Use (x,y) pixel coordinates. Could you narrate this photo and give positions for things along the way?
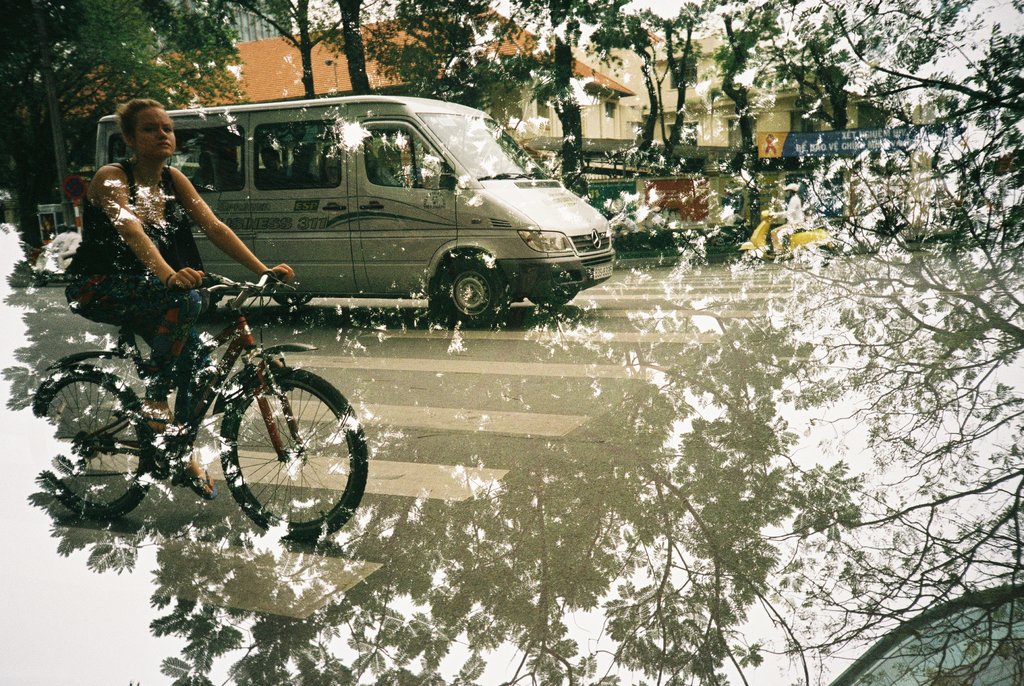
In this image the woman (195,353) is riding a bicycle (229,445) and there is a van (426,213) on the road (573,400). At the back side (438,56) there are trees (218,54) and building (321,53).
